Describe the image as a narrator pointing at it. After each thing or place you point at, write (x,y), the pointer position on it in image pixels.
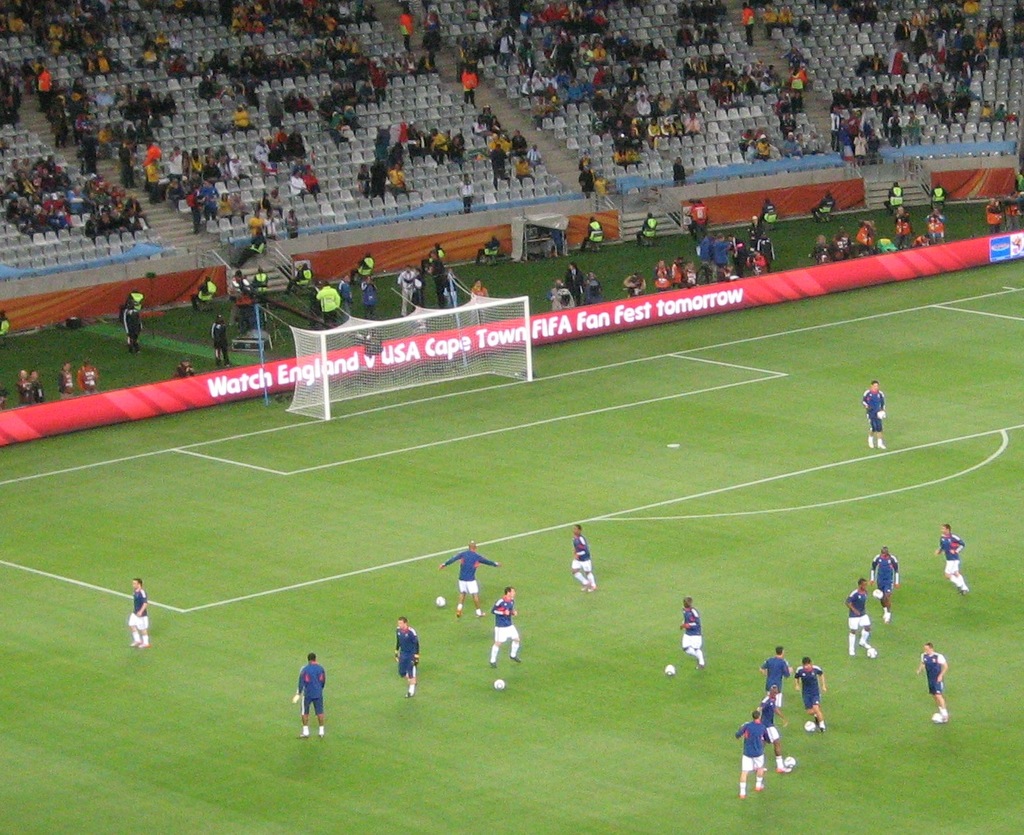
The image is taken in a football stadium (629,478). In the foreground of the picture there are people (577,569) seen practicing the game. In the center of the picture (396,356) there are banners (473,350), people (935,220), cameras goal post (373,330) and other objects (268,289). At the top (199,96) there are people (134,200) and chairs (759,121).
